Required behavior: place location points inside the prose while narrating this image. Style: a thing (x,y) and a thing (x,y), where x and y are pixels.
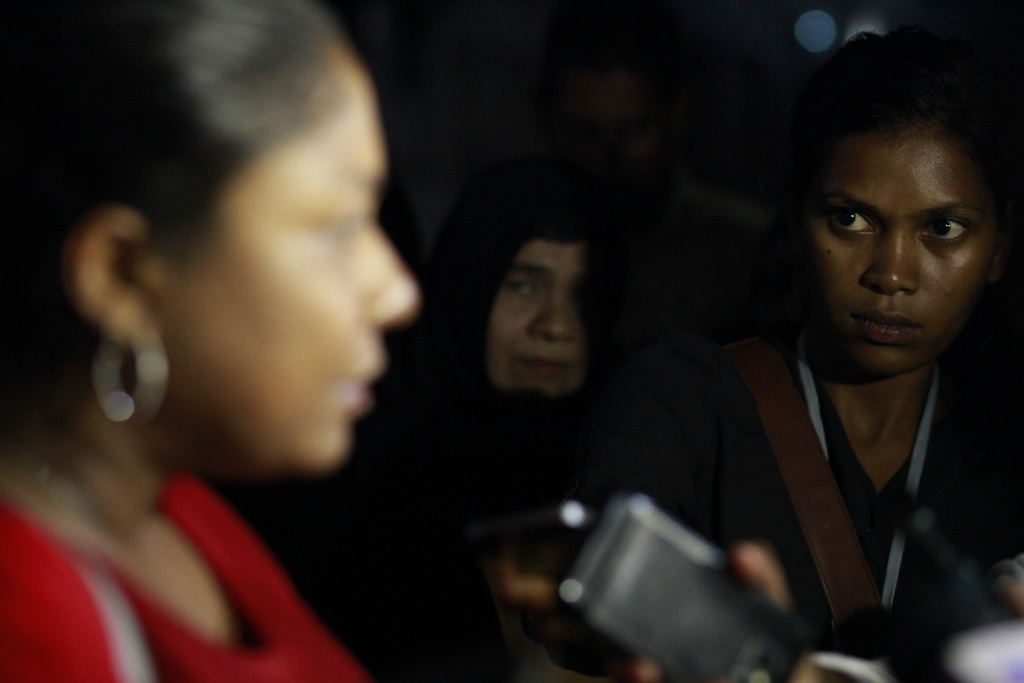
In this image there are people (554,433) holding few objects (661,576) in their hands (540,577), in the background (729,83) it is blurred.
